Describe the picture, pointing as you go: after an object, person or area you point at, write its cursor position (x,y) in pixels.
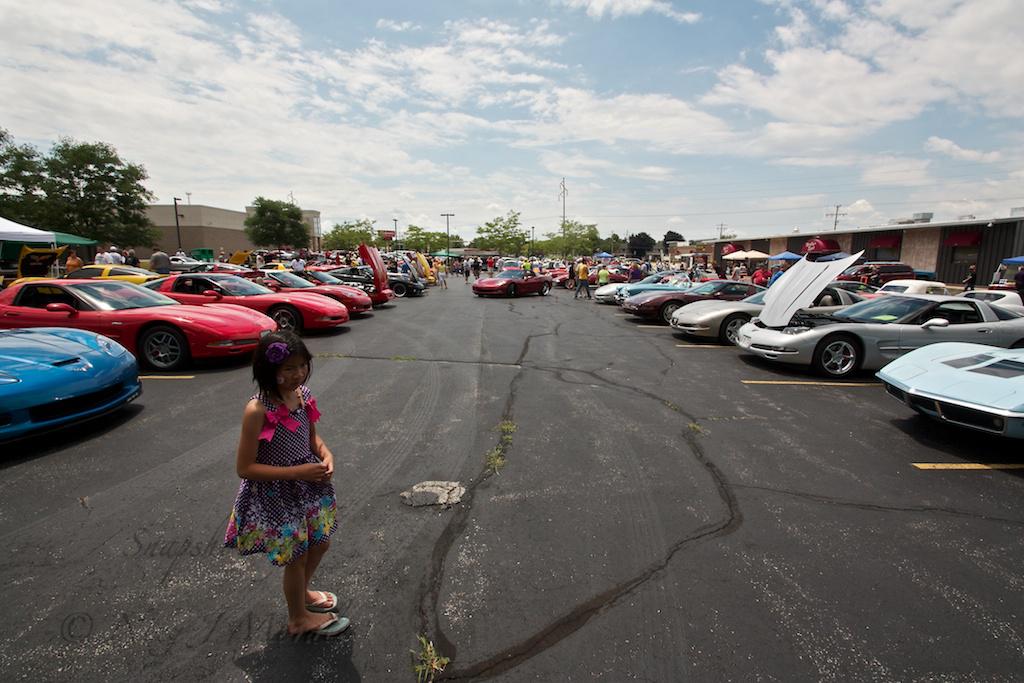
In this image in the front (311,444) there is a person (291,487) standing. In the background (208,311) there are cars (178,288) and there are persons (114,253), there are trees (591,243), buildings (223,237) and poles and the sky (698,109) is cloudy.
